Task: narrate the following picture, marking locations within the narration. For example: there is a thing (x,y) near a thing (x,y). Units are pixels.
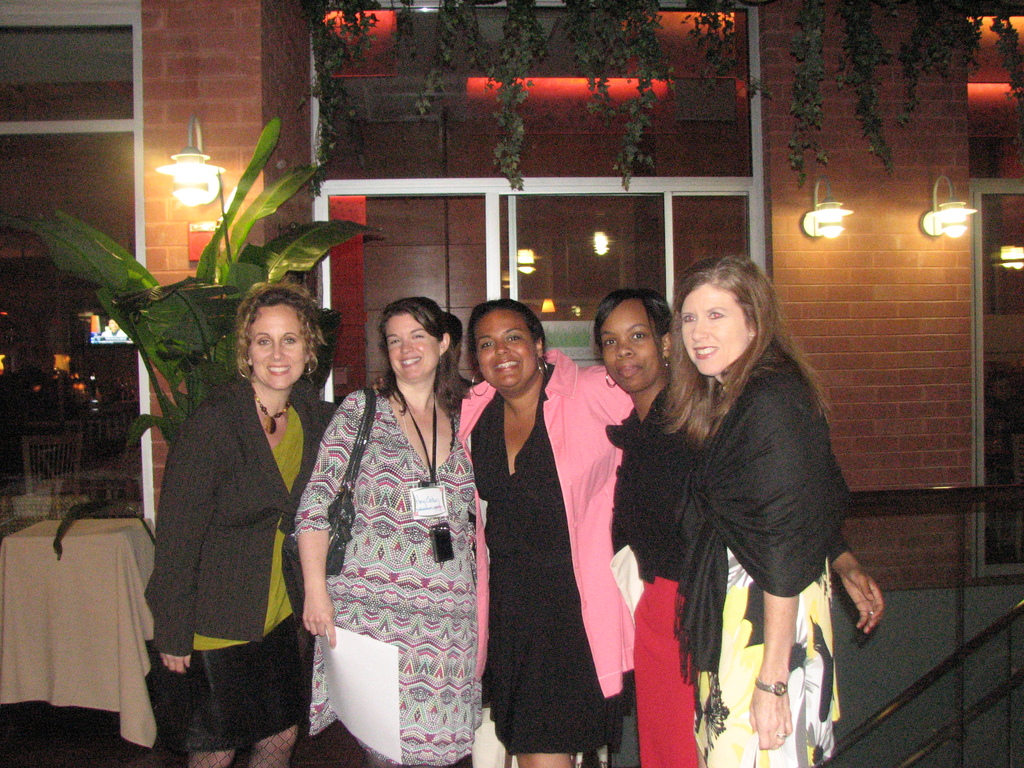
Here in this image I can see number of women (192,624) and smile on their faces (509,339). In the background (166,167) I can see lights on the wall (869,204). I can also see plants (329,236) and a door (514,250).
